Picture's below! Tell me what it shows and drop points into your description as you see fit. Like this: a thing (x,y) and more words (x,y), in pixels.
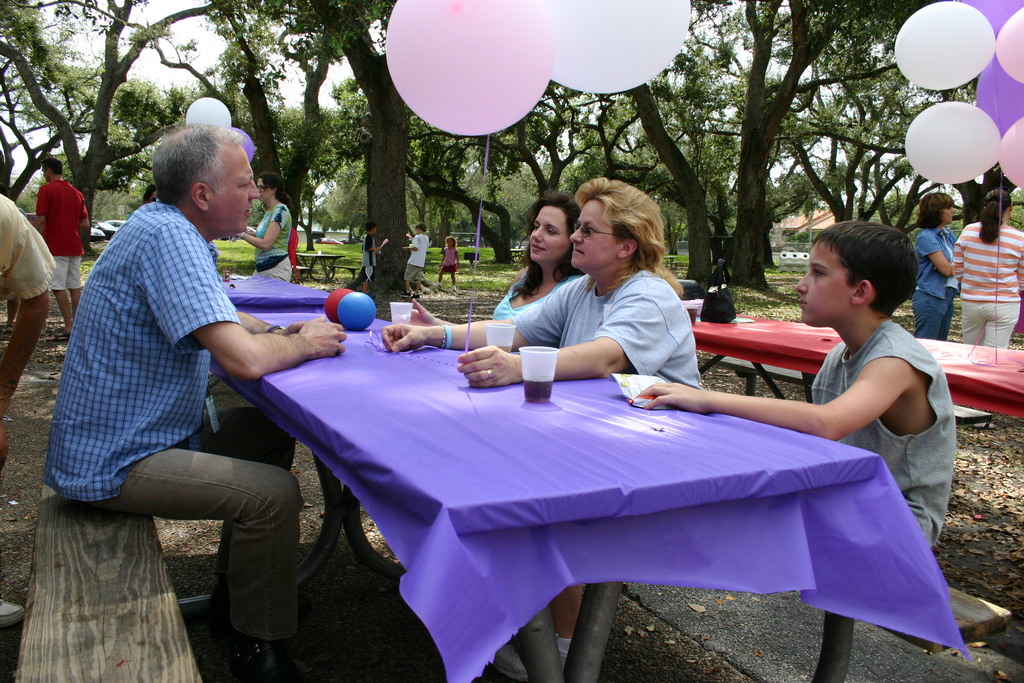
In this image i can see there are group of people (477,339) who are sitting on a bench (119,597) in front of a table (366,412). I can see there are few trees (160,99) and few balloons (968,57).
